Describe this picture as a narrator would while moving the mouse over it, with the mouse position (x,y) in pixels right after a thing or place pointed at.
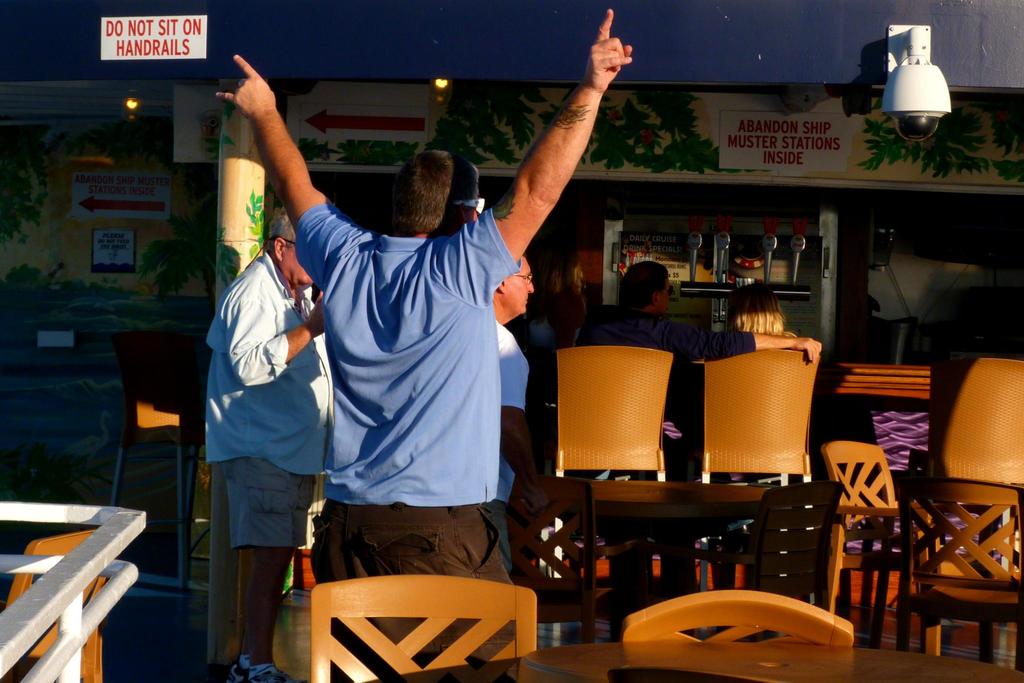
In this image, There are some chairs (464,587) which are in yellow color, In the left side (325,200) there is a man (371,359) standing and he is raising his hands (557,178) in the background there are some people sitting on the chairs (720,366), In the right side (923,101) top there is a camera (912,87) which is in white color, There is a roof (789,77) in blue color.
